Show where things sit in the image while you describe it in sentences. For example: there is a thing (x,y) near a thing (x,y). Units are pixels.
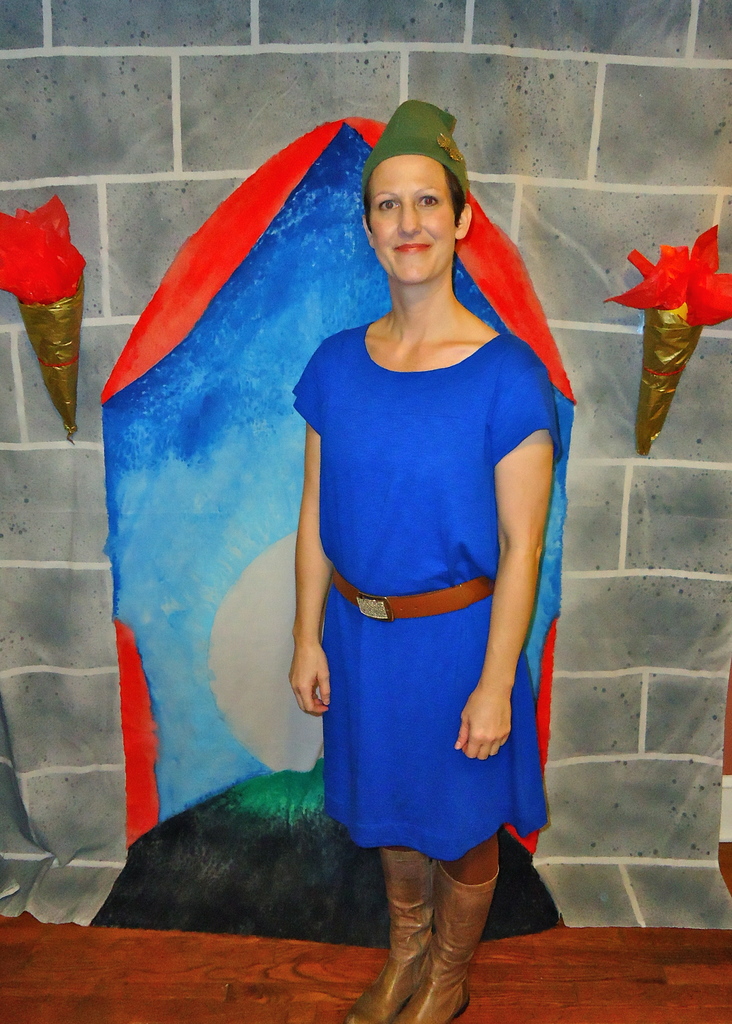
In this picture there is a woman (533,802) in the center (306,673). She is wearing a blue dress (360,572) and a brown belt (419,612). Behind her, there is a cloth (592,250). On the cloth (258,563) there is some painting (263,618). Towards the left (50,379) and right there are two objects (675,340).
